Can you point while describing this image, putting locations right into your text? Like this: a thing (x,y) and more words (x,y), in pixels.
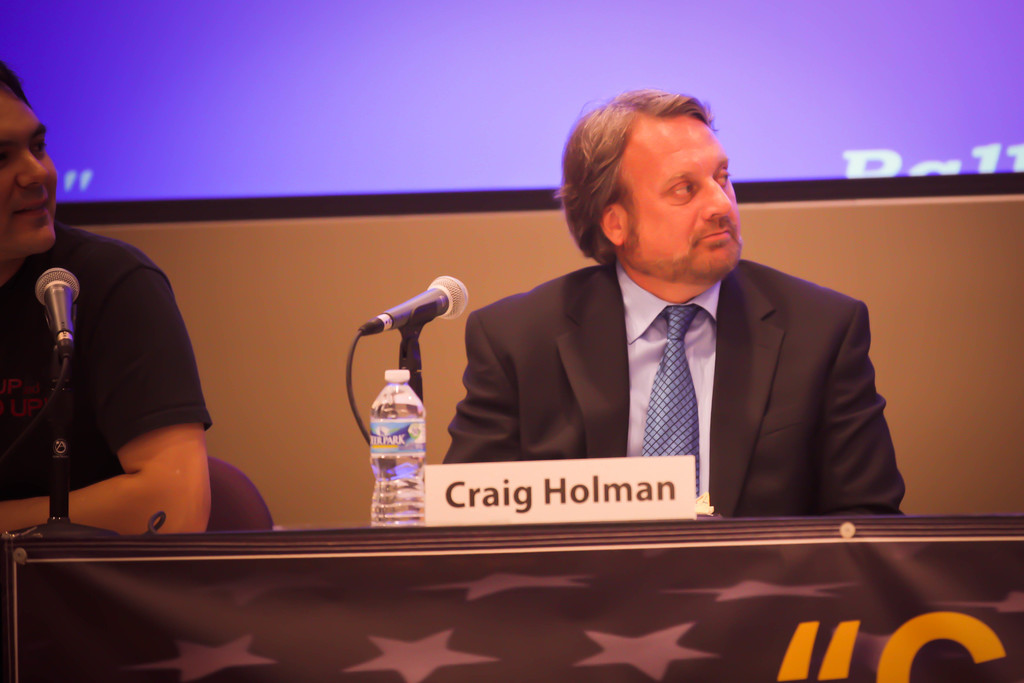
There are two people (200,425) sitting on the chairs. This is a table (785,526) with a name board (597,512), water bottle (384,494) and mike (437,293). This looks like a banner (857,606) attached to the table (908,526). At background (837,139) this looks like a screen (396,133).
